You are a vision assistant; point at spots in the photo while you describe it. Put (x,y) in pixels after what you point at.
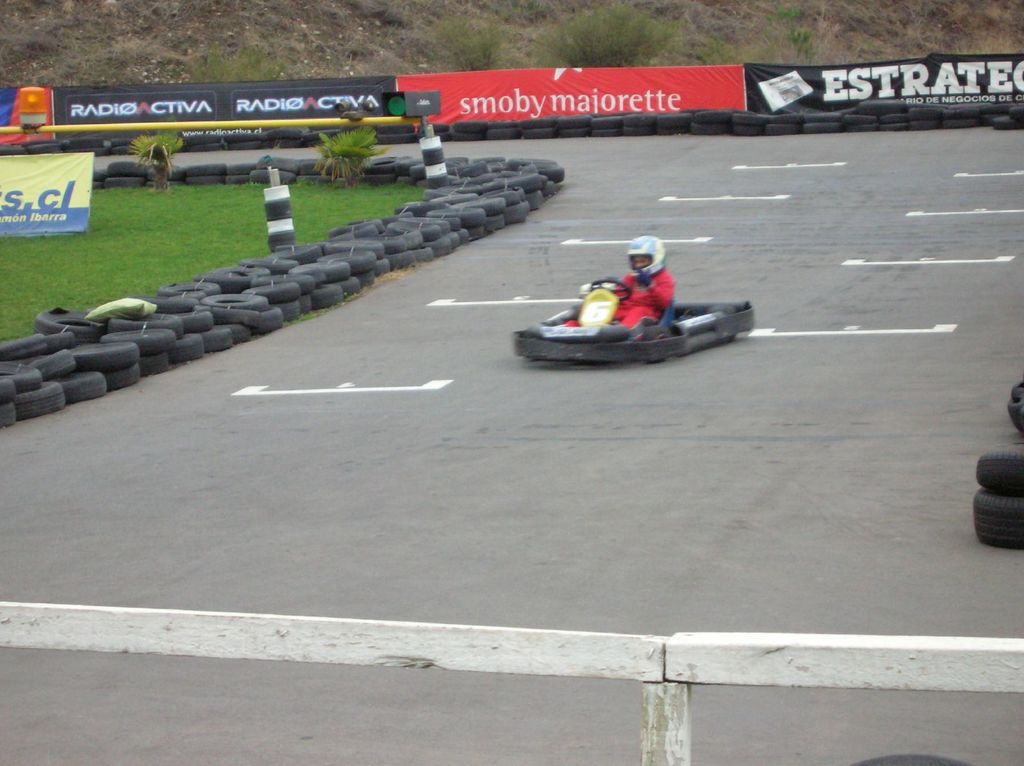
In this image, we can see a person (657,304) is wearing a helmet (640,253) and riding a vehicle (603,327) on the road (725,620). Here we can see few white lines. Top of the image (467,212), we can see tyres (489,180), poles (272,208), plants (152,162), grass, banners (561,100), rods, light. At the bottom (676,745), we can see few poles (682,661).
